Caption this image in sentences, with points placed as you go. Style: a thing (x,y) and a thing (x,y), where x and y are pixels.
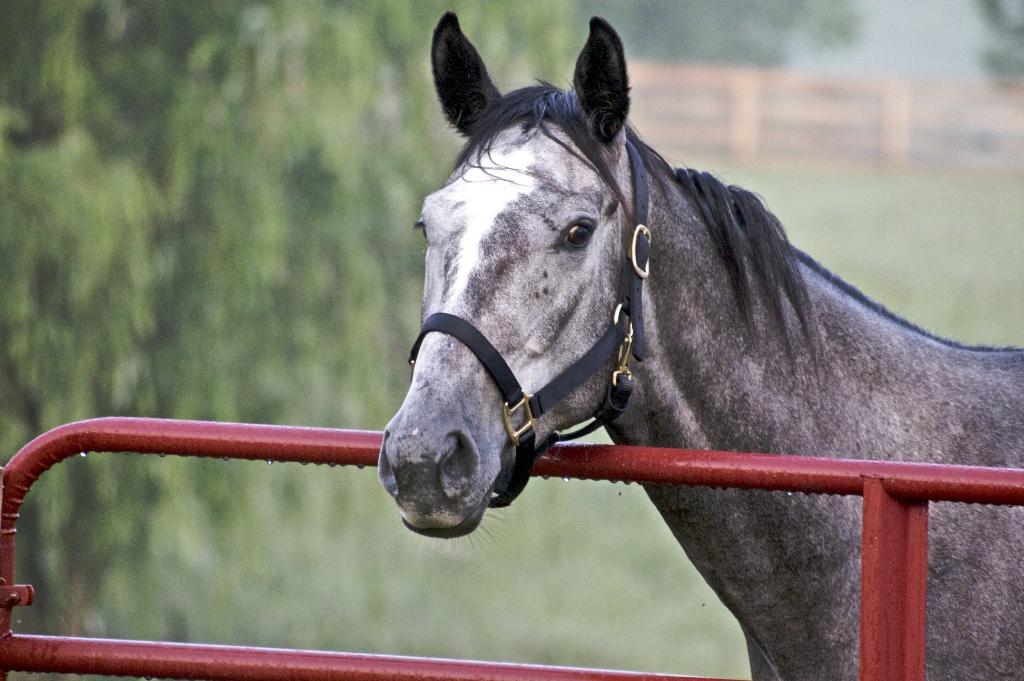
In this image there is a horse (775,397) behind the fence (915,675). Right side (712,94) there is a fence (829,101) on the grassland (938,218). Left side (27,131) there are few trees (170,145).
